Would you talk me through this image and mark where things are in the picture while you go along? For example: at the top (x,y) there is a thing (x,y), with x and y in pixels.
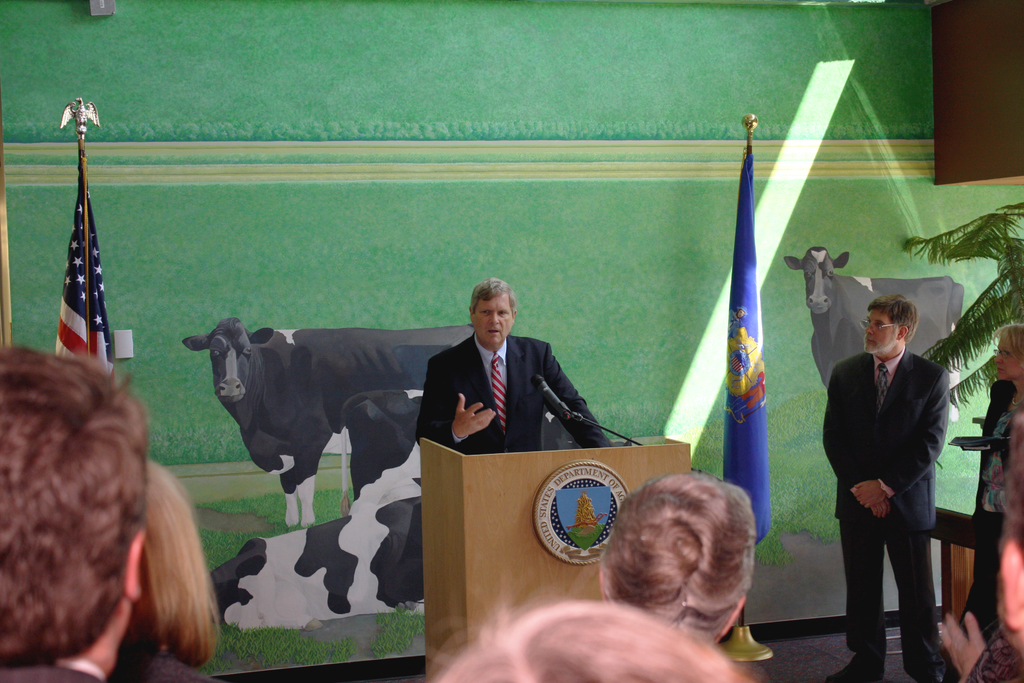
In this picture there is a man (497,423) in the center of the image (499,399) and there is a mic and a desk (632,473) in front of him, there is a flag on the left side of the image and there is a plant (974,230) on the right side of the image (1015,245), there are people (24,377) at the bottom side of the image (676,489), there is a painting (412,282) in the background area of the image (425,236).
